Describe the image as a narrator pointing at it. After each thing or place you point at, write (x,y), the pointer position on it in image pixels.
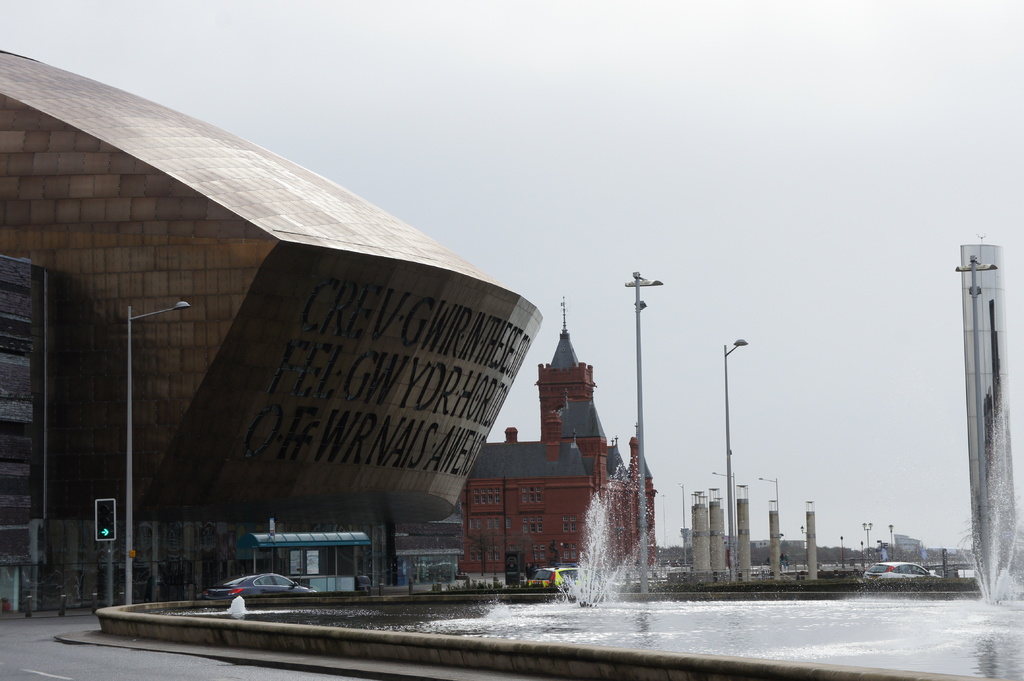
In this picture we can see few buildings (582,438), poles (127,563), lights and vehicles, on the left side of the image (103,535) we can see traffic lights (99,506) and also we can find water (792,601).
